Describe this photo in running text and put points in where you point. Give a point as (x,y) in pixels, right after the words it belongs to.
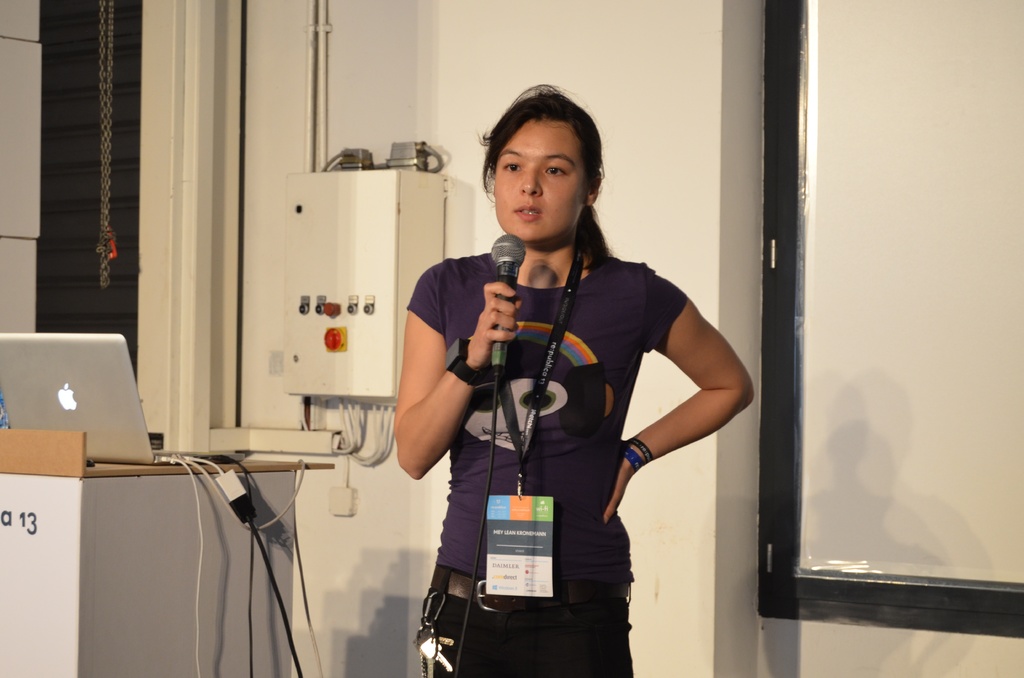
In this picture we can see woman (635,324) holding mic (498,242) in her hand (480,339) and talking and beside to her we can see podium (118,537) with laptop (105,459) on it and at back of her we can see wall (435,76), box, pipe (308,123), screen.
